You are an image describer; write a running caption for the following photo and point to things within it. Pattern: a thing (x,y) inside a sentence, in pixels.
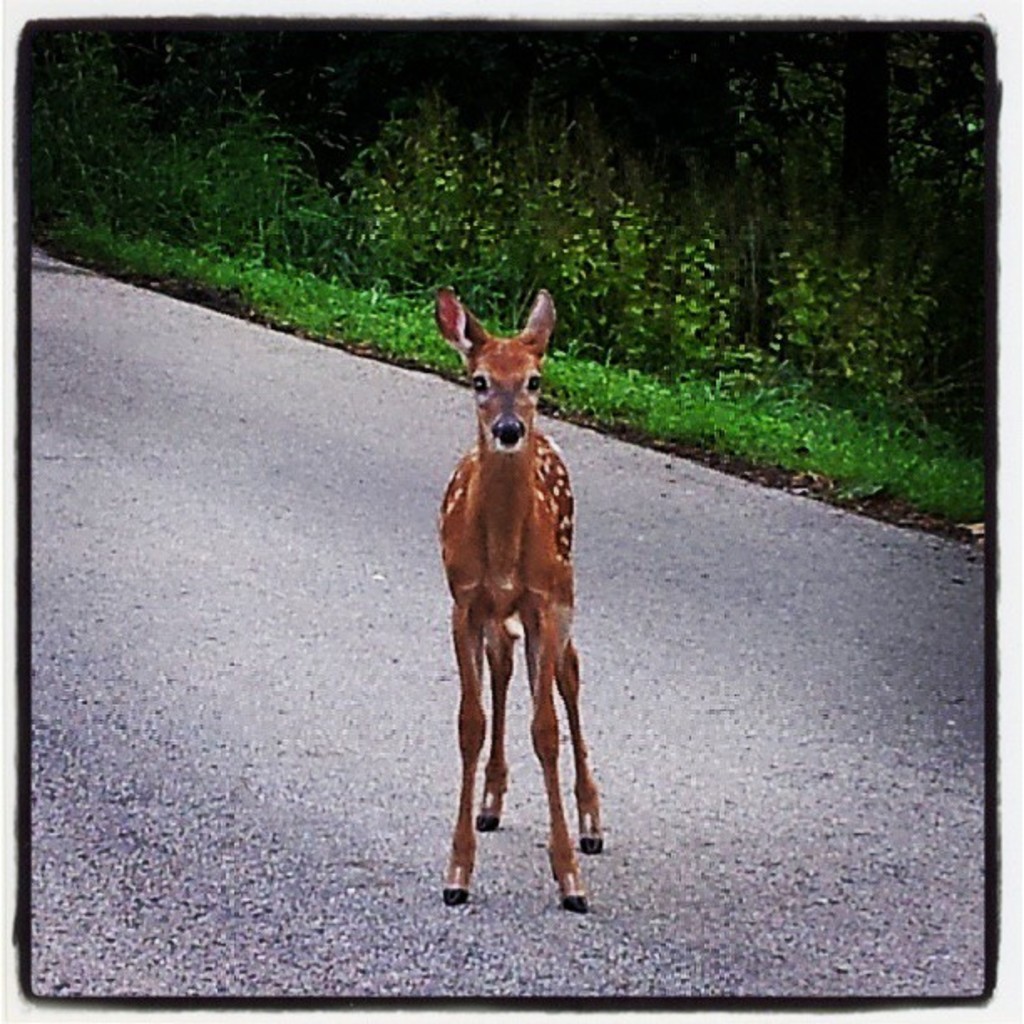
In this image we can see a photo. In the photo there is an animal (503,347) on the road (444,733). Behind the animal (513,377) we can see the grass (137,249), plants (552,129) and the trees (606,120).
